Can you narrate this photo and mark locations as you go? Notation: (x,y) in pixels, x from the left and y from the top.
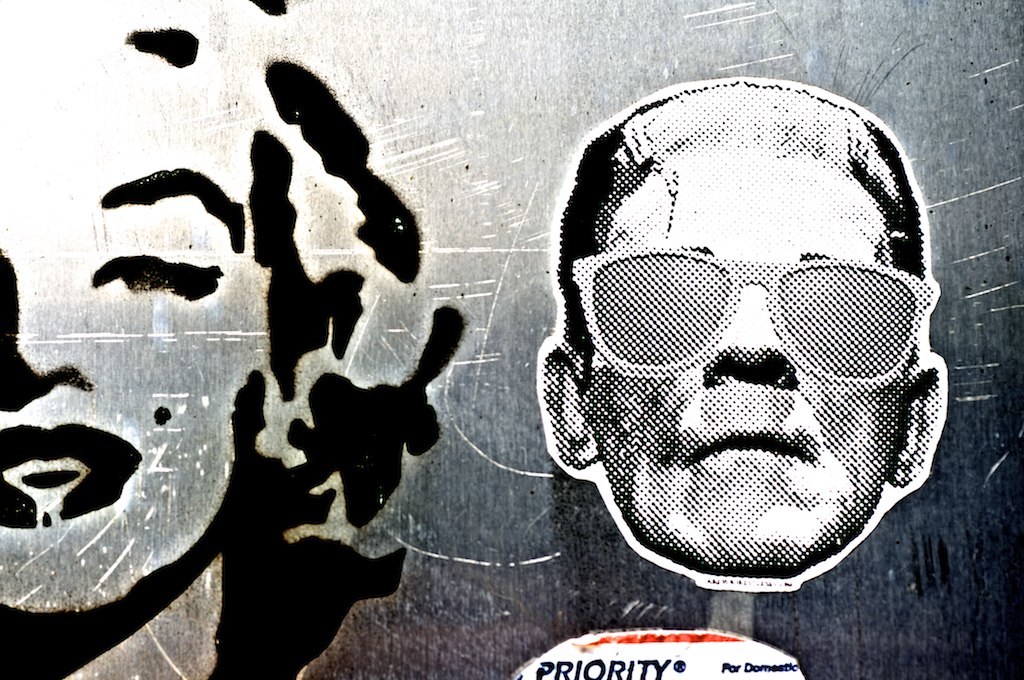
This image is a black and white image where we can see a person's face (591,362) wearing glasses (787,328). Here we can see a woman's face (77,572). Here we can see some edited text (654,672) on the board (687,658).
